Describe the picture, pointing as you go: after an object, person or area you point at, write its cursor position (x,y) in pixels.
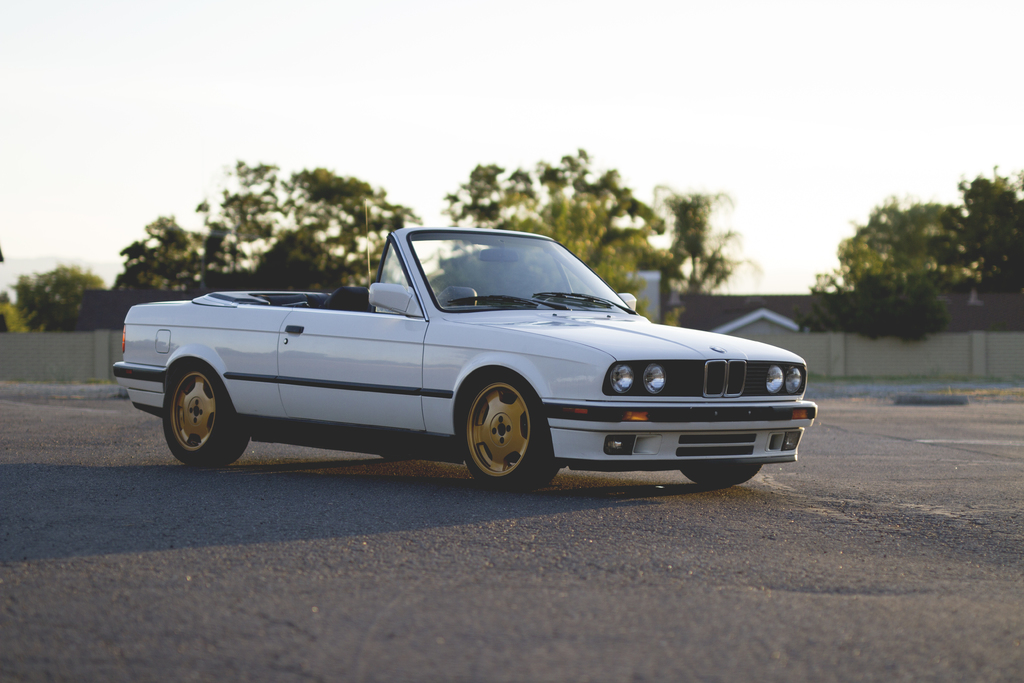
In this image we can see a white car (420,342) on the road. There are many trees (178,263) in the image. There is a house (717,330) at the right center of the image (961,320).
